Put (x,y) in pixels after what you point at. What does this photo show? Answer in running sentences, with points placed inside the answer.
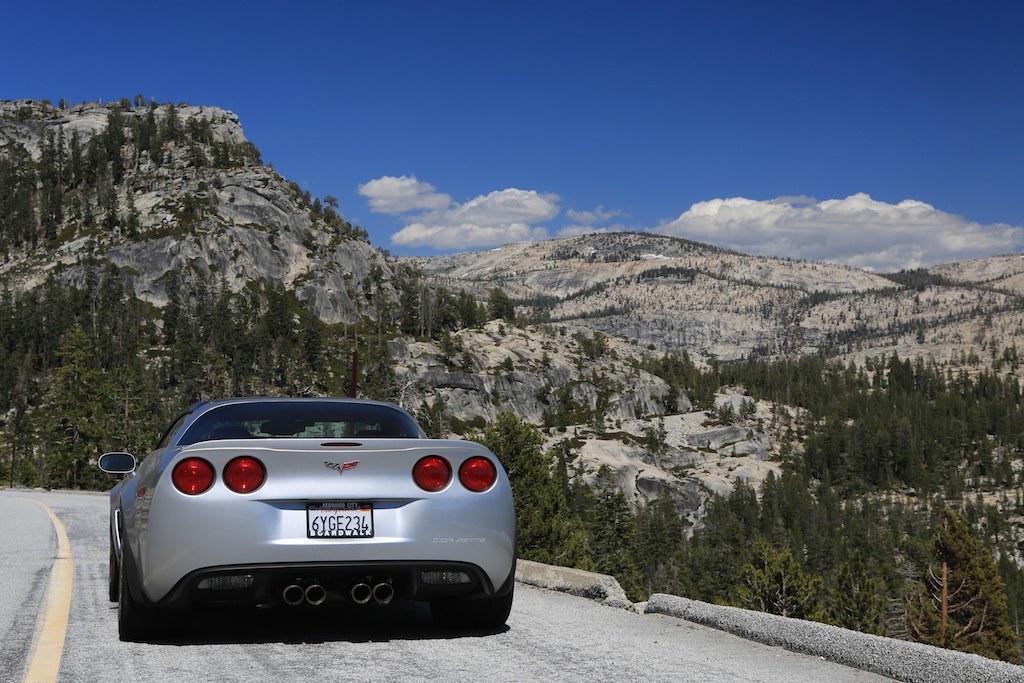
In this image I can see a road (23,507) in the front (25,543) and on it I can see a yellow line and a silver colour car (236,595). On the backside of the car (326,433) I can see a white colour board (353,524) and on it I can see something is written. In the background (817,447) I can see number of trees (403,325), mountains (540,291), clouds (847,251) and the sky (466,75).
